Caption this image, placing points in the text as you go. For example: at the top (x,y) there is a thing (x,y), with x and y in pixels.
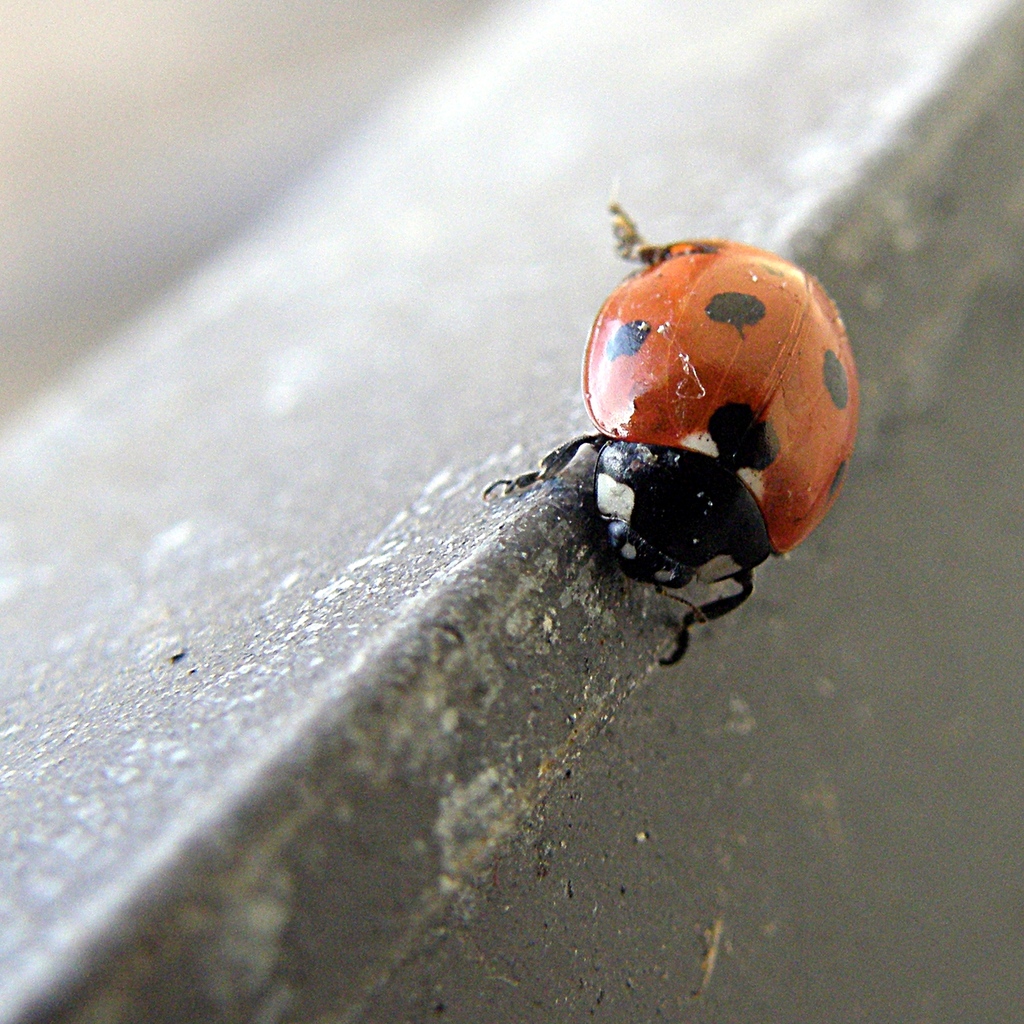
In this picture we can see a ladybird beetle (718,376) in the front (720,383), there is a blurry background (64,174).
